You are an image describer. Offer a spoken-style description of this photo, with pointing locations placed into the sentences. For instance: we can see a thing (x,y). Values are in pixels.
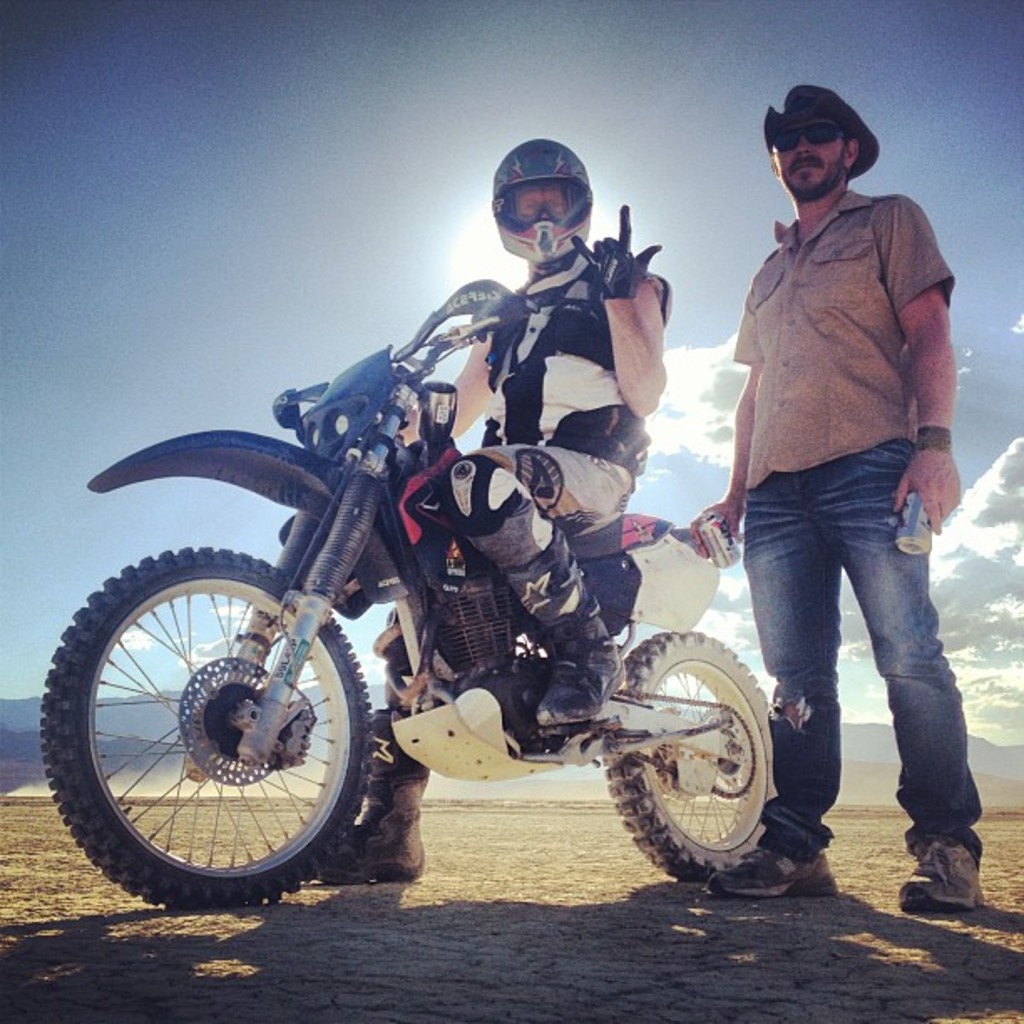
In this image, there is an outside view. There is person (524,433) in the center of the image (521,413) sitting on the bike (392,450). There is an another person (850,323) on the right of the image (835,328) standing and wearing clothes (888,580), shoes (916,896), sunglasses (806,138) and hat (810,110). This person (812,157) is holding tins (920,533) with his hands (731,526). There is a sky (277,66) at the top (660,129).
